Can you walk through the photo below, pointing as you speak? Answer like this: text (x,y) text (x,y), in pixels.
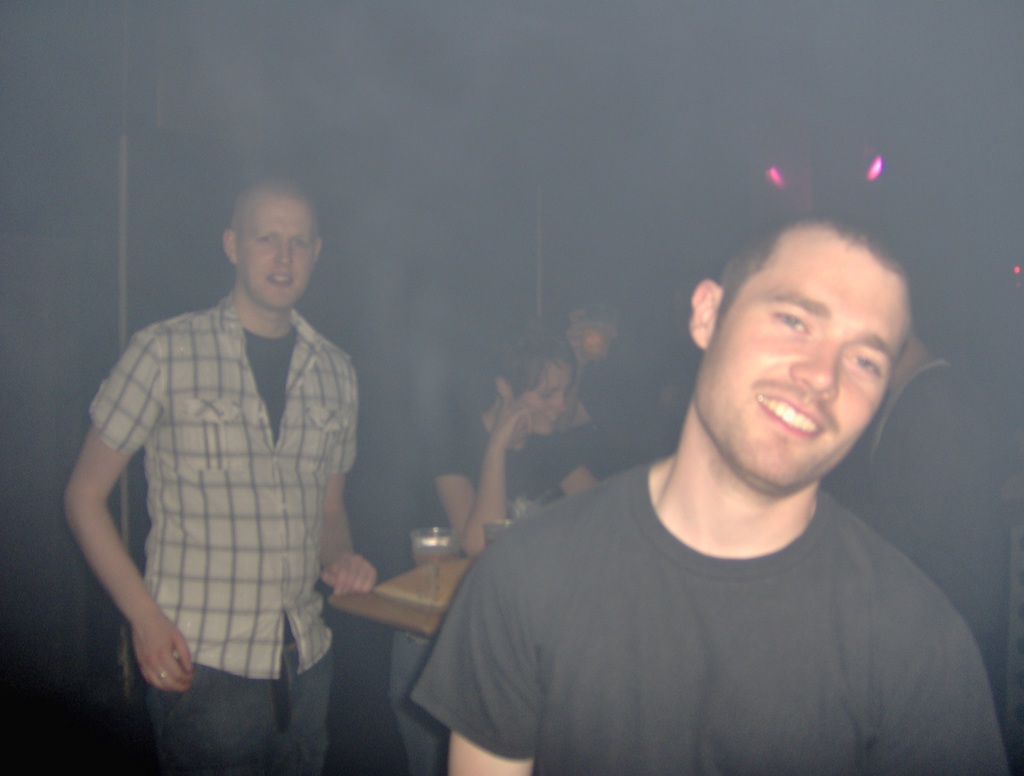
In the foreground of the picture (712,495) there is a person (728,586) in black t-shirt (684,619), he is smiling. On the left (252,389) there is a person (242,443) standing. In the middle of the picture (507,470) there are people (503,433), table (451,566) and other objects (442,531). The background (922,155) is dark.
